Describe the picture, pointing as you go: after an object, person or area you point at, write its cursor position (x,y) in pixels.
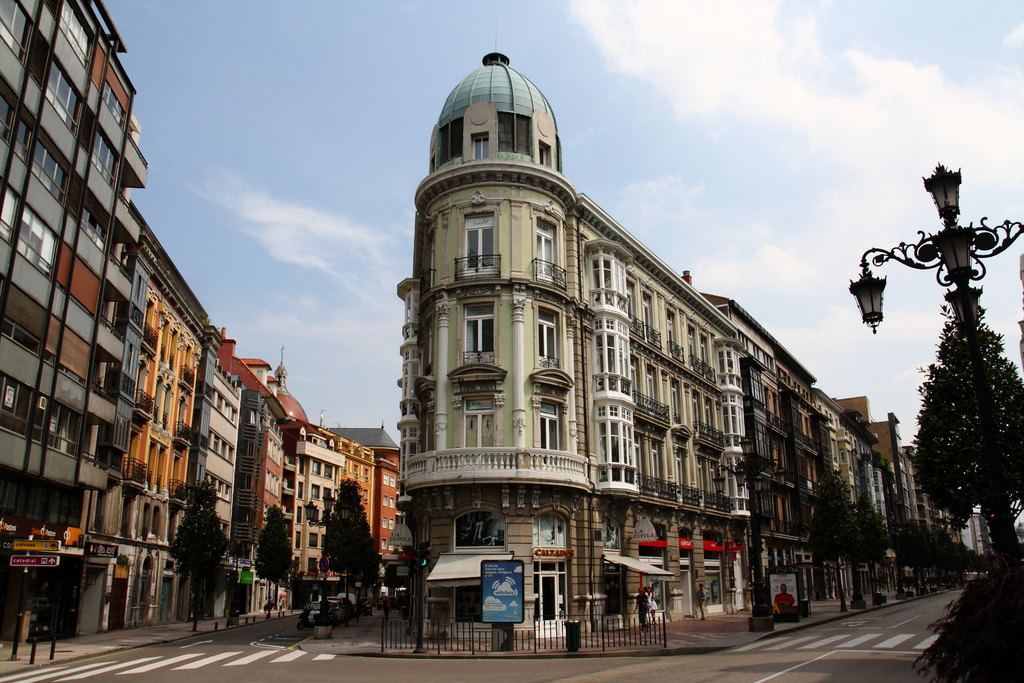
There are roads (726,674). On the sides of the road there are sidewalks (711,628). On the sidewalks (727,628) there are trees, railings (519,633). Also there are name boards (47,562) with poles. There are buildings (443,380) with windows (408,389). On the right side (913,268) there is light pole (903,262). In the background (370,105) there is sky (642,61) with clouds (679,48).
